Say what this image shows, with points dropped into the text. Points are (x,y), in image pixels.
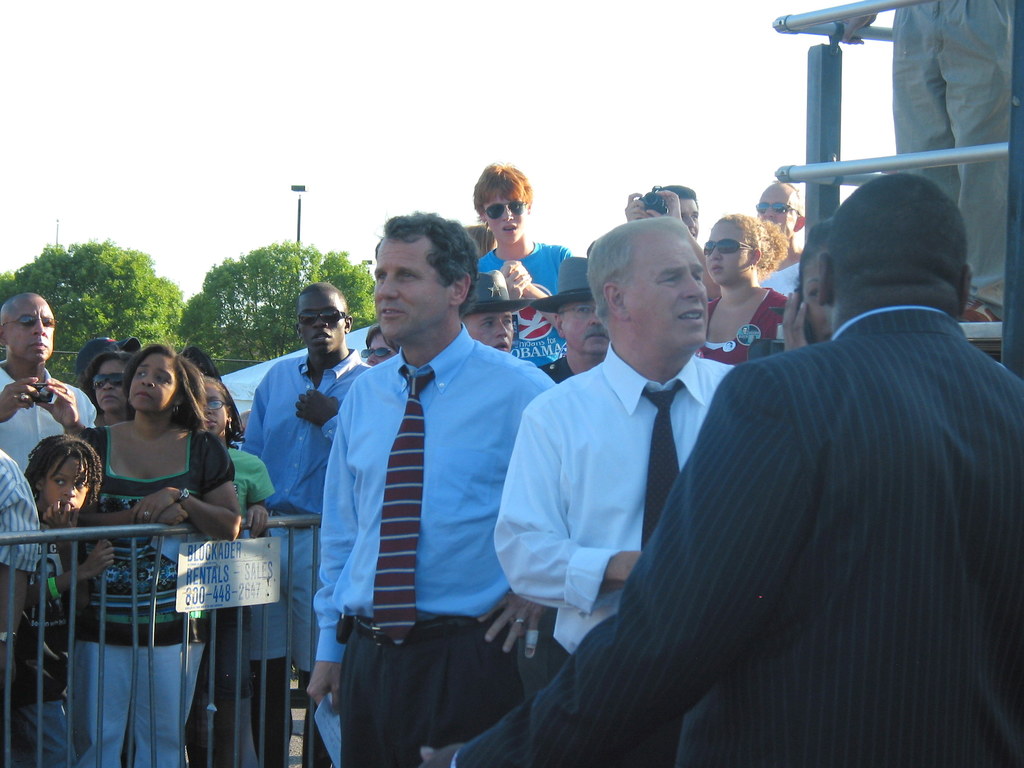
In this image I can see people (532,489) standing. There is a fence (39,618) on the left (255,633). There is a railing (1017,135) on the right (1010,147). There is a pole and trees (108,273) at the back (232,332).
